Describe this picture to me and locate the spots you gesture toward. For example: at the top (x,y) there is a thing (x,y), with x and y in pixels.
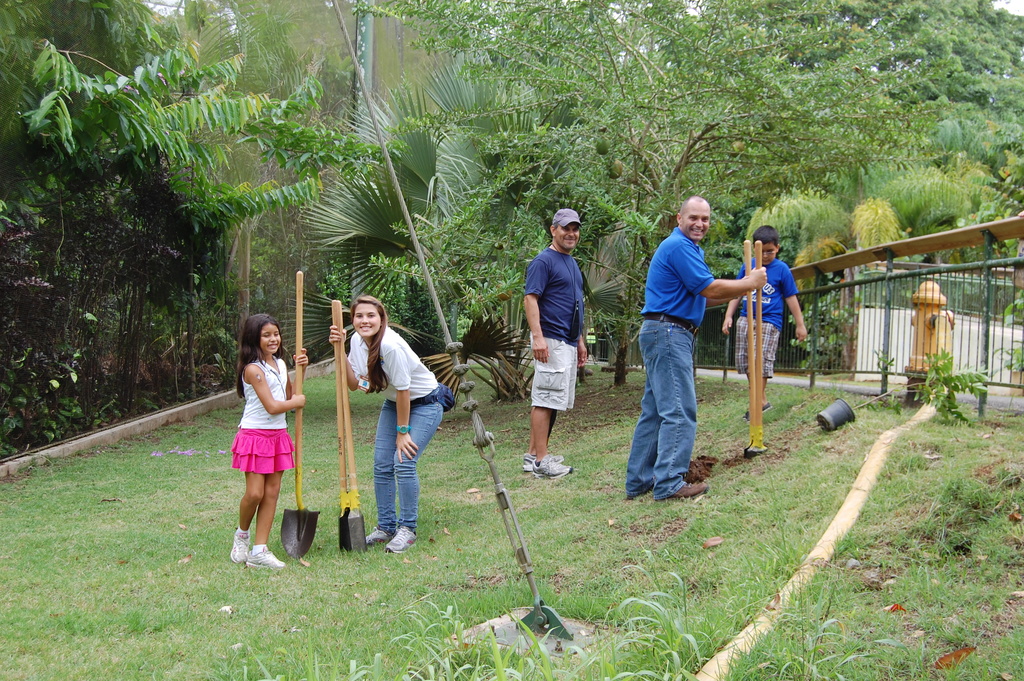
In this picture we can see there are groups of people (703,485) standing on the grass (175,604) and a girl (271,418) is holding a shovel (297,430) and the other two members (380,341) are holding some items (340,498). In front of the people (555,343) there is a rope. Behind the people (242,376) there are trees (288,286). On the right side of the people (582,310) there is a fence (889,317) and a fire hydrant (918,318).
